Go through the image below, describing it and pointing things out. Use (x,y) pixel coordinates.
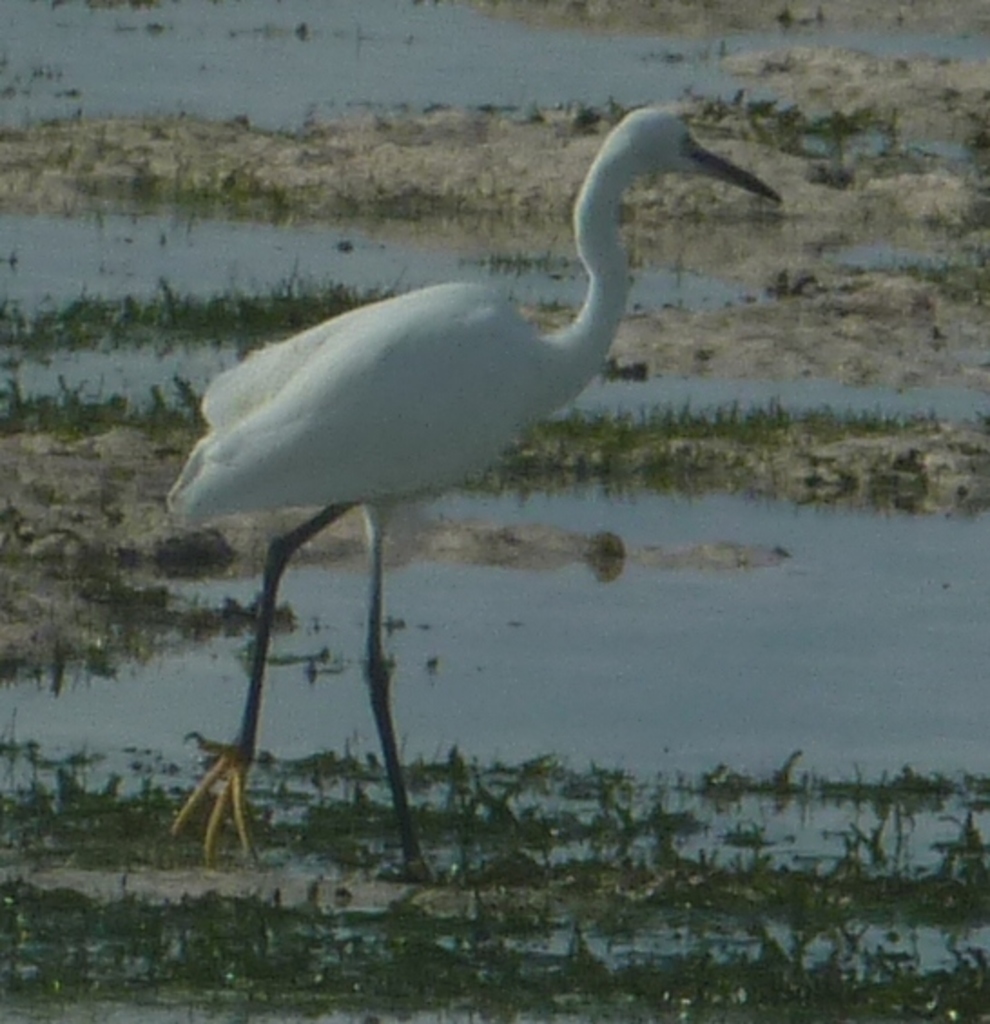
In this image we can see a bird (390,785). We can also see the grass (294,306), sand (852,333) and also the water (644,628).
